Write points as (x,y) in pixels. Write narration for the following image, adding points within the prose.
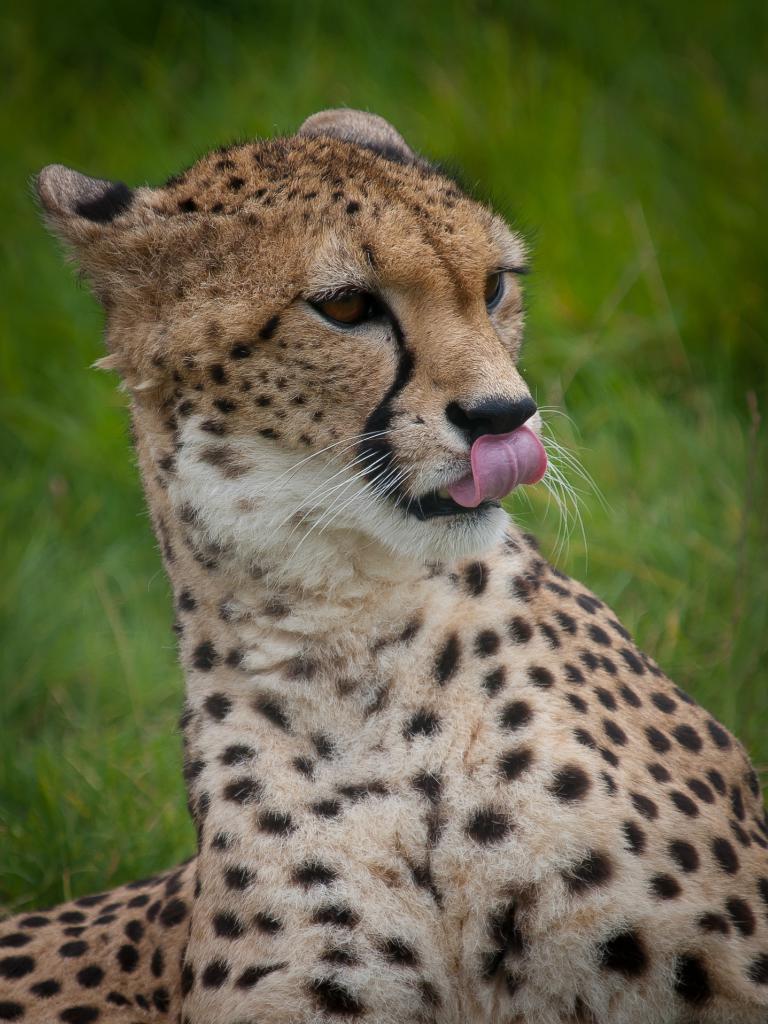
In this image I can see an animal (440,298) which is in brown and black. Background (30,112) I can see grass (3,225) in green color.
